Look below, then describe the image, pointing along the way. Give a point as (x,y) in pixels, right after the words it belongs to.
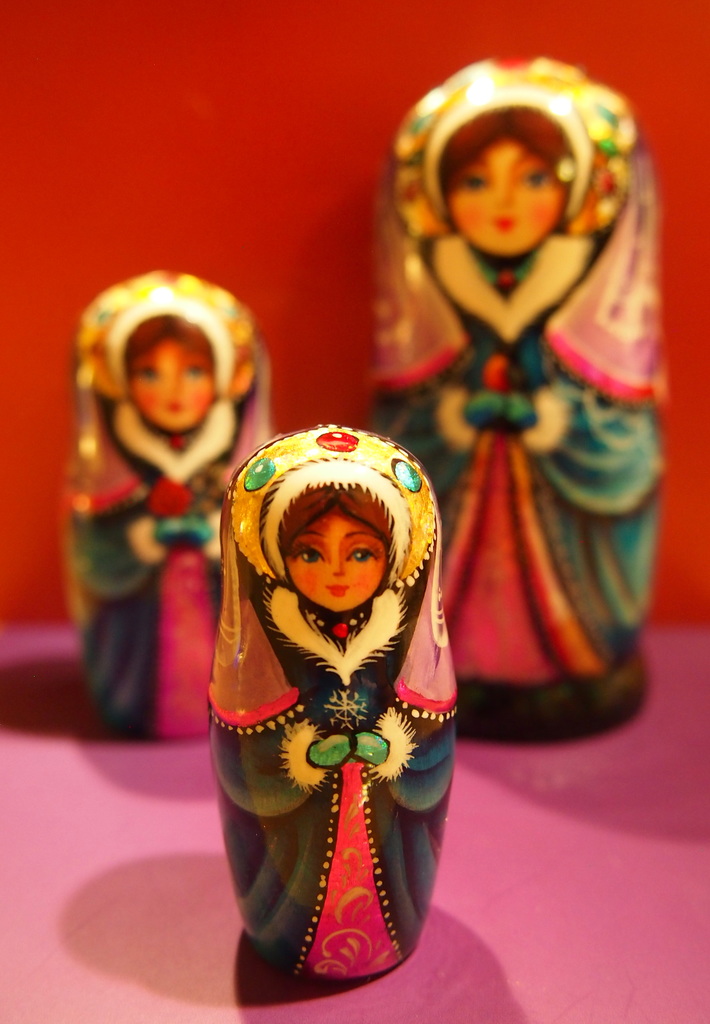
In this picture there are dolls (360,432) on a pink surface (649,910). The background (264,84) is not clear.
